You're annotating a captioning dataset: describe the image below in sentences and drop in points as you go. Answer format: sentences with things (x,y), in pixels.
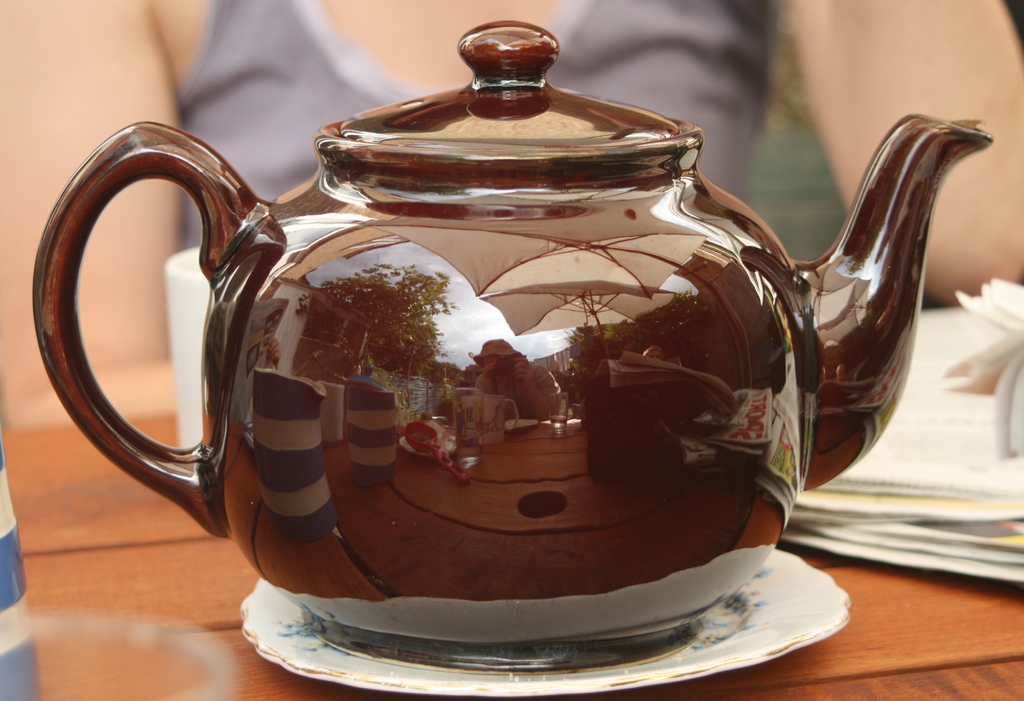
There is a kettle (161,443) on a wooden surface (760,681). In the back (303,21) there is a person (567,42). On the table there are some other items (870,455). Also there is a reflection (407,404) of trees (408,324), sky (444,340), umbrellas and many other things (551,432) on the kettle (611,412).
